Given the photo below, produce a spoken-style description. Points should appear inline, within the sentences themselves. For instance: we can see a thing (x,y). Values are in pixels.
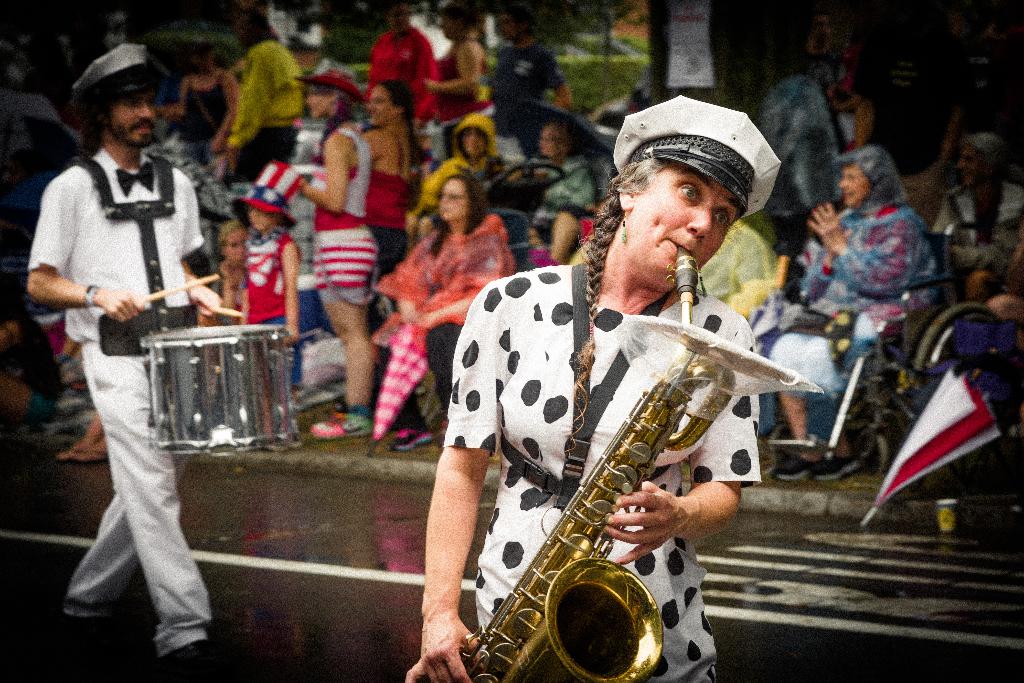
This picture shows a group of people (506,238) seated on the chairs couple of them (417,326) holding umbrellas (387,373) in their hands (413,307) and we see two people (547,285) performing with musical instruments (244,335) one is holding side drums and one is holding saxophone (661,621).
